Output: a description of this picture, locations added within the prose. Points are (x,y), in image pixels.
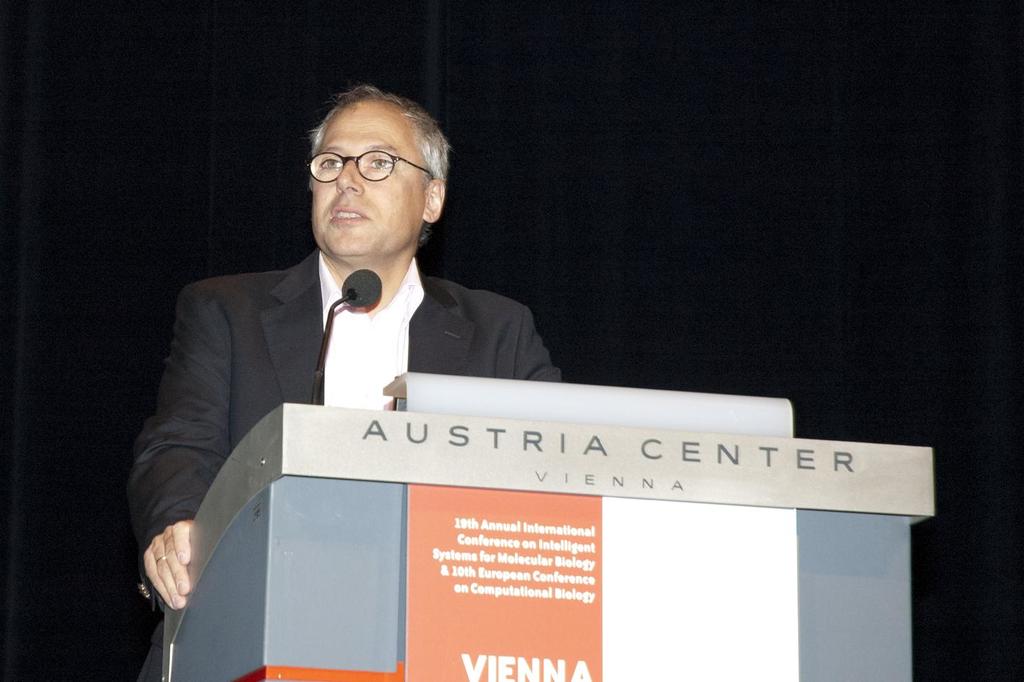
In this image I can see a person (323,315) standing near the podium (416,473) with a mike (364,290). I can see the background (153,101) is black in color.
